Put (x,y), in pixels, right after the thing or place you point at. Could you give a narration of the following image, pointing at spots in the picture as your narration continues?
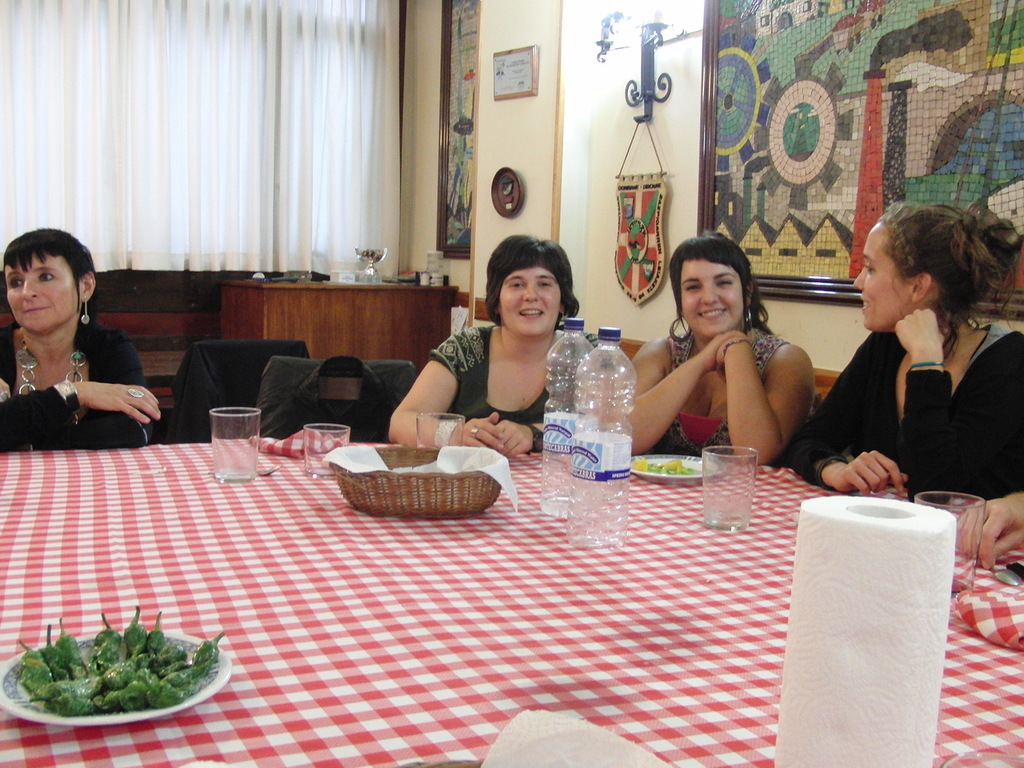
This is the picture of the inside of the restaurant (261,361). They all are sitting in a chair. Everyone is laughing. There is a table (405,621). There is a bowl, water bottles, vegetables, glass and tissues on a table (529,579). We can see in the background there is a name poster (512,78), cupboard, photo gallery (496,82).
